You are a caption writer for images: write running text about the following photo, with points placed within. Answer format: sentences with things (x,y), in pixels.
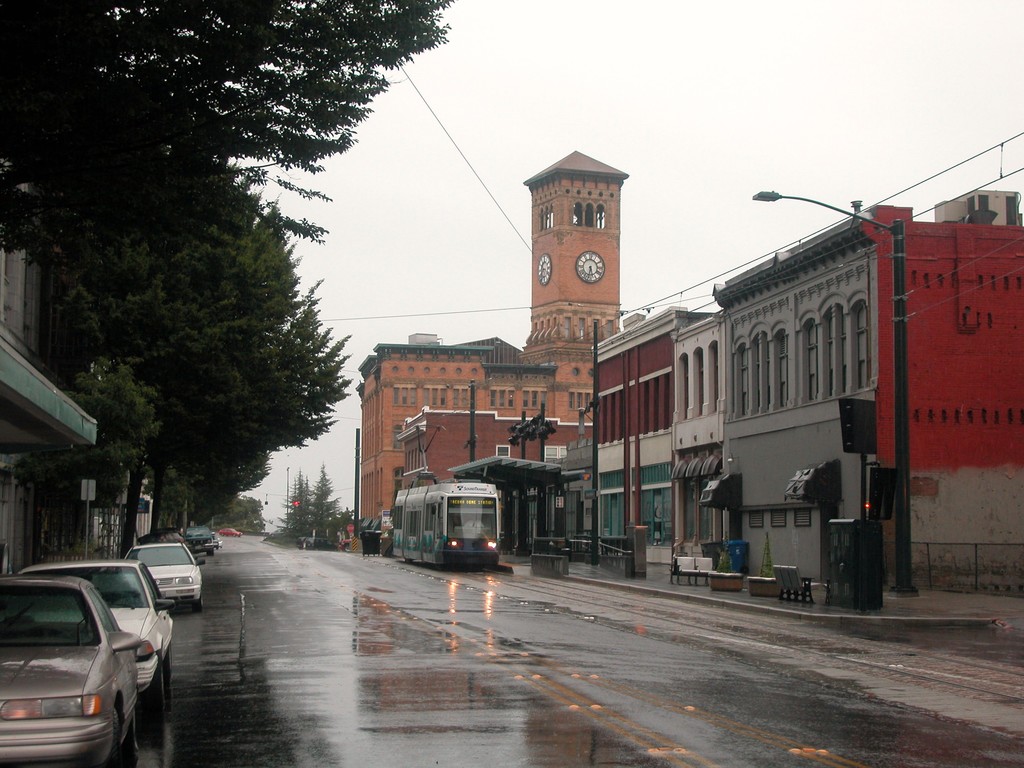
In this image there is a road (428,627) in the middle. On the road (367,648) there is a train (427,515). On the right side (719,403) there are buildings (724,460). There are light poles (898,461) and electric poles (594,470) on the footpath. On the left side (127,576) there are few cars (124,612) parked on the road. In between them there are trees (217,397). At the top (370,193) there is the sky (361,196). There is a wall clock (596,266) attached to the building (572,266).
